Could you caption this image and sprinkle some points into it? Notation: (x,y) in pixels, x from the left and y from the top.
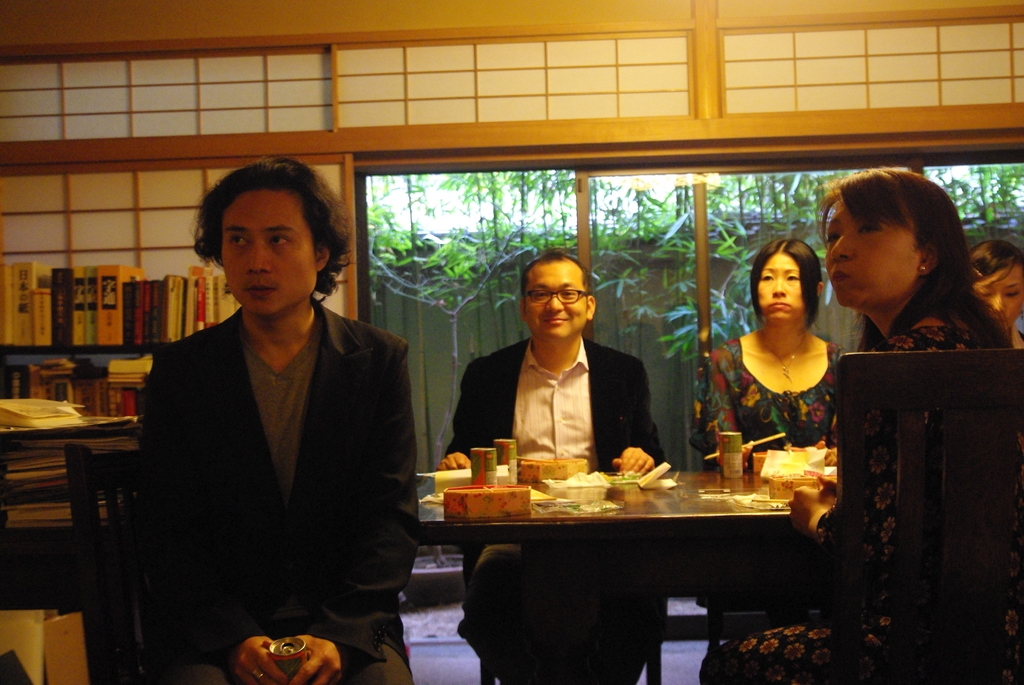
As we can see in the image there is a window (516,214), trees (499,208), few people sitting on chairs (993,599), books (91,368) and a table (565,539).
